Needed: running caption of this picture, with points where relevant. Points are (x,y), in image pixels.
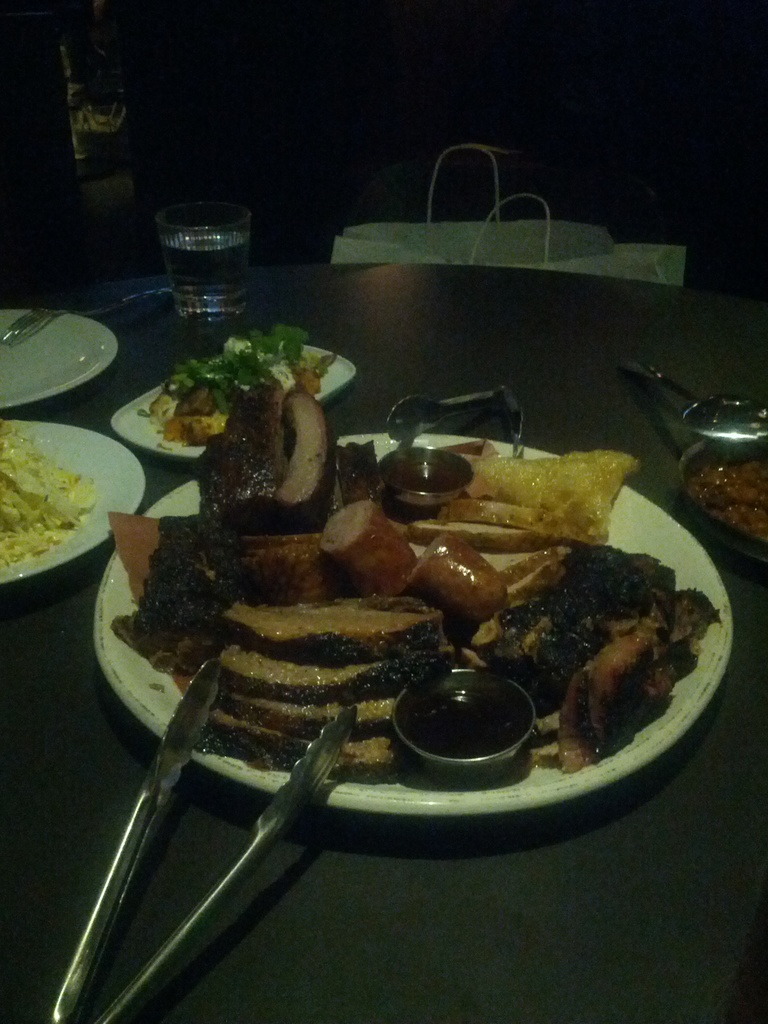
In this image we can see the table (168,329), on the table (159,323) there are plates (378,447), spoons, glass (201,303), some food items (347,510) and few objects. Behind the table (398,268), we can see a bag (510,249).
